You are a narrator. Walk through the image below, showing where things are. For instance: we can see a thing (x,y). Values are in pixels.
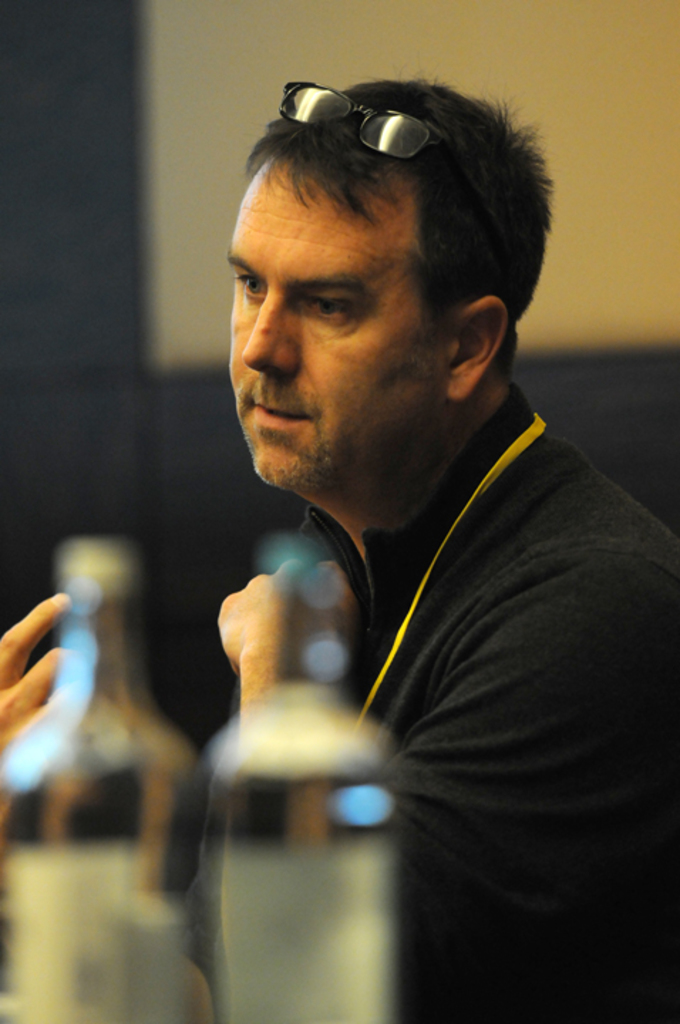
There is a person (422,361) with a specs (371,121) on the head (319,125). There are bottles (118,886) and it is looking blurred. In the background (208,147) it is blurred.
